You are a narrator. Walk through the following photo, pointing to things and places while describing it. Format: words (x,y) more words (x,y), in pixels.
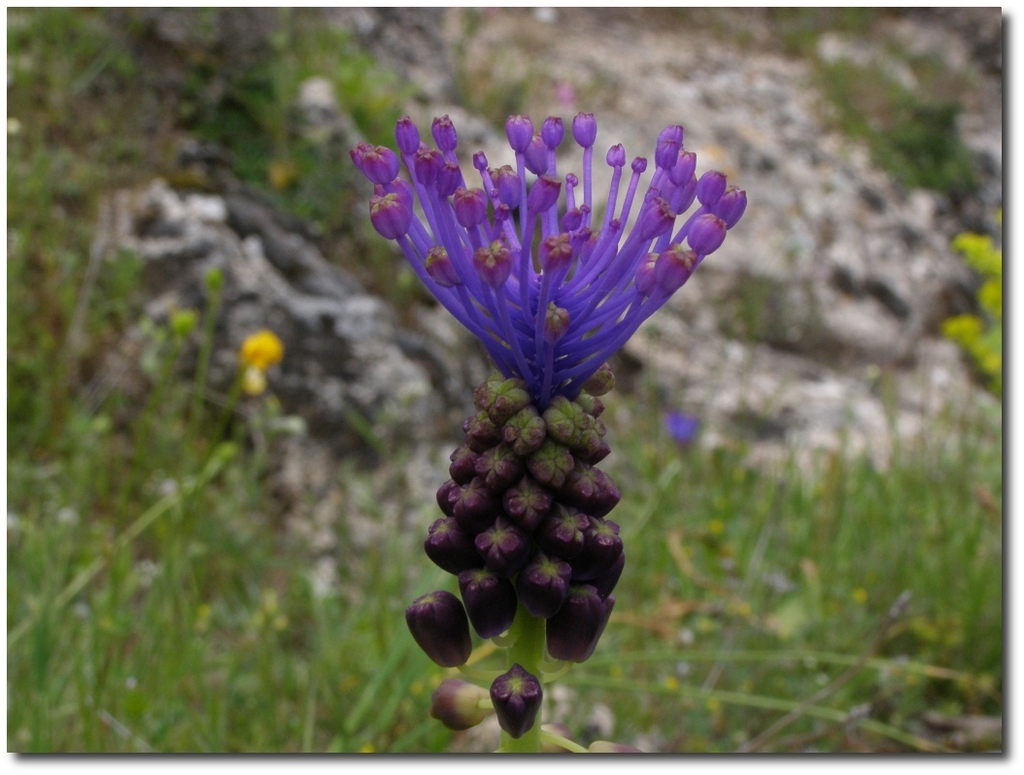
In the picture I can see violet color flowers (528,309) to the plant (559,662). The background of the image (394,703) is blurred, where we can see the grass (795,497) and plants (126,193).
